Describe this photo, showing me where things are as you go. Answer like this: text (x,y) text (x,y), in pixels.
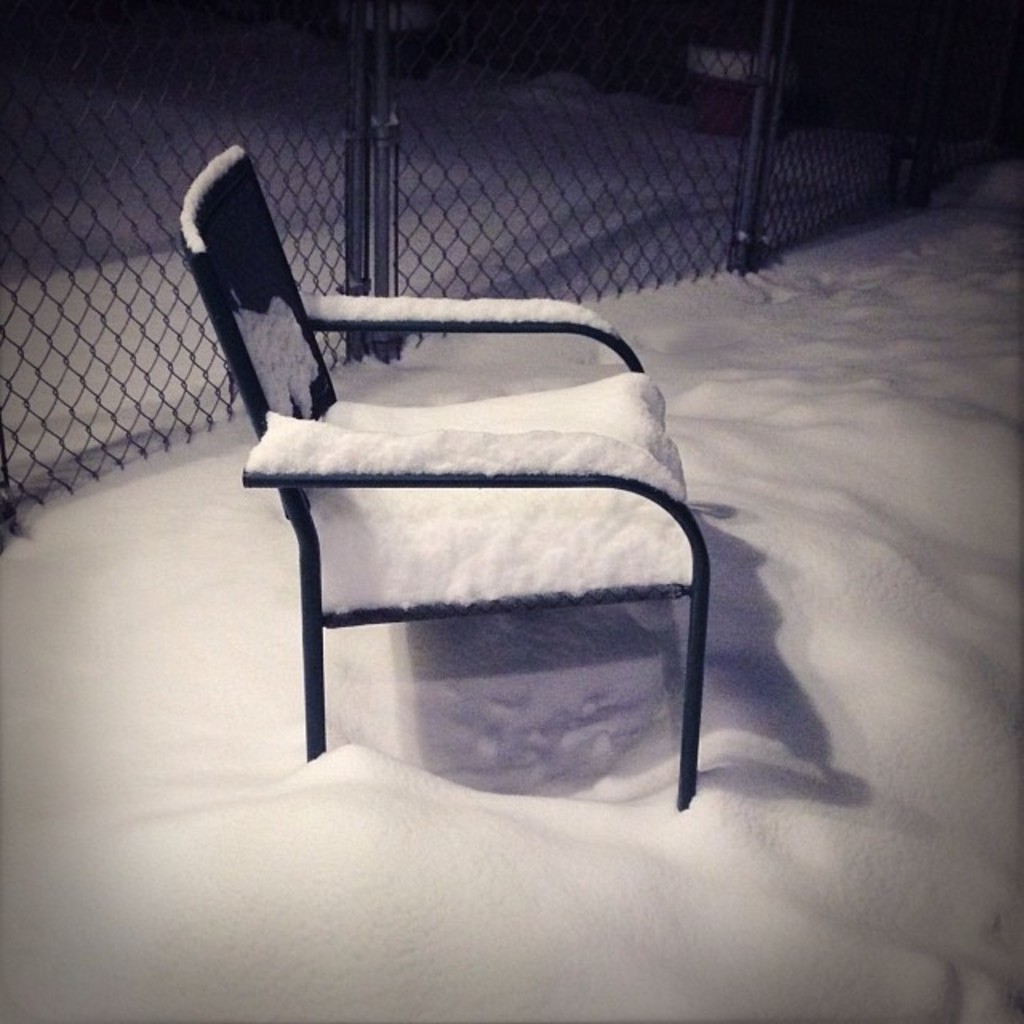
In this picture we can see snow (673,550), there is a chair (549,535) in the middle (345,620), in the background (773,110) we can see fencing (765,99).
